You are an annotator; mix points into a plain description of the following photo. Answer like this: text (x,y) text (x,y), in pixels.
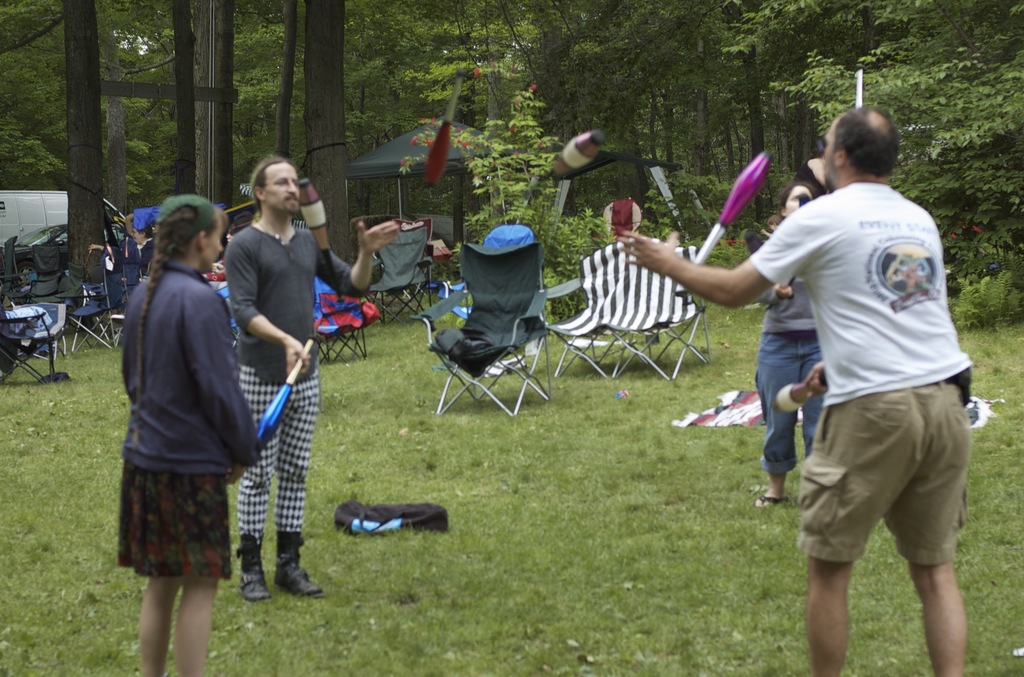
In the center of the image (372,243) we can see people (788,467) juggling. At the bottom of the image (523,610) there is grass (527,607). In the background of the image (530,143) there are trees (450,48), chairs (410,243). To the left side of the image (53,216) there is a vehicle (4,212). In the center of the image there is a black color bag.
